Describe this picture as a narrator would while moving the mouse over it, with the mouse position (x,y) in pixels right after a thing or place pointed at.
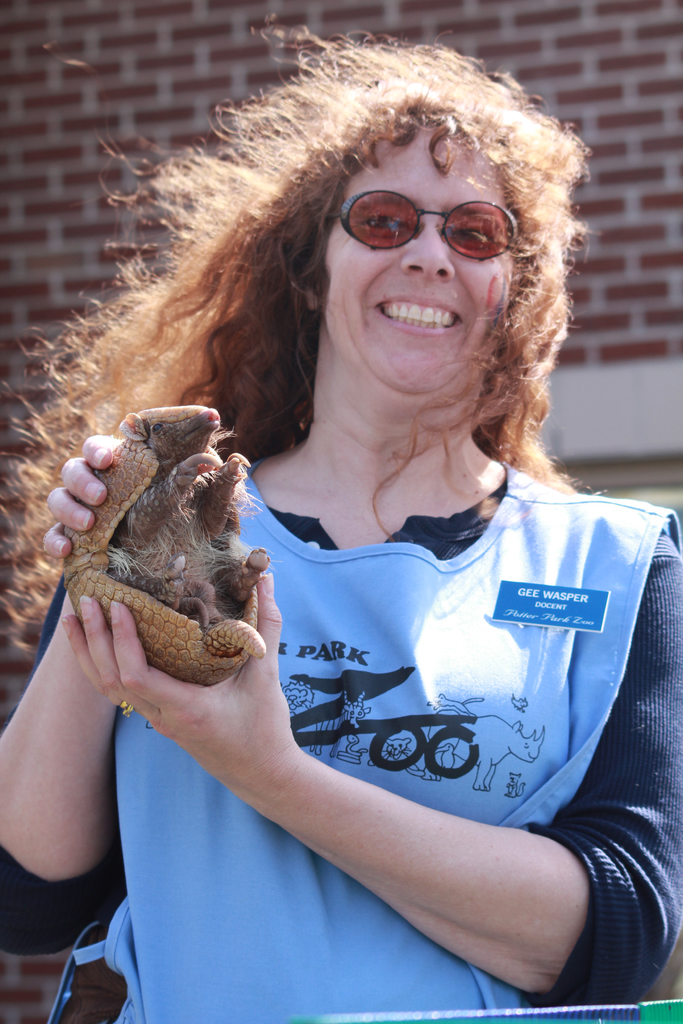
Here in this picture we can see a woman (195,365) holding a small armadillo (211,549) in her hands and we can see she is smiling and wearing goggles (486,246) on her.
